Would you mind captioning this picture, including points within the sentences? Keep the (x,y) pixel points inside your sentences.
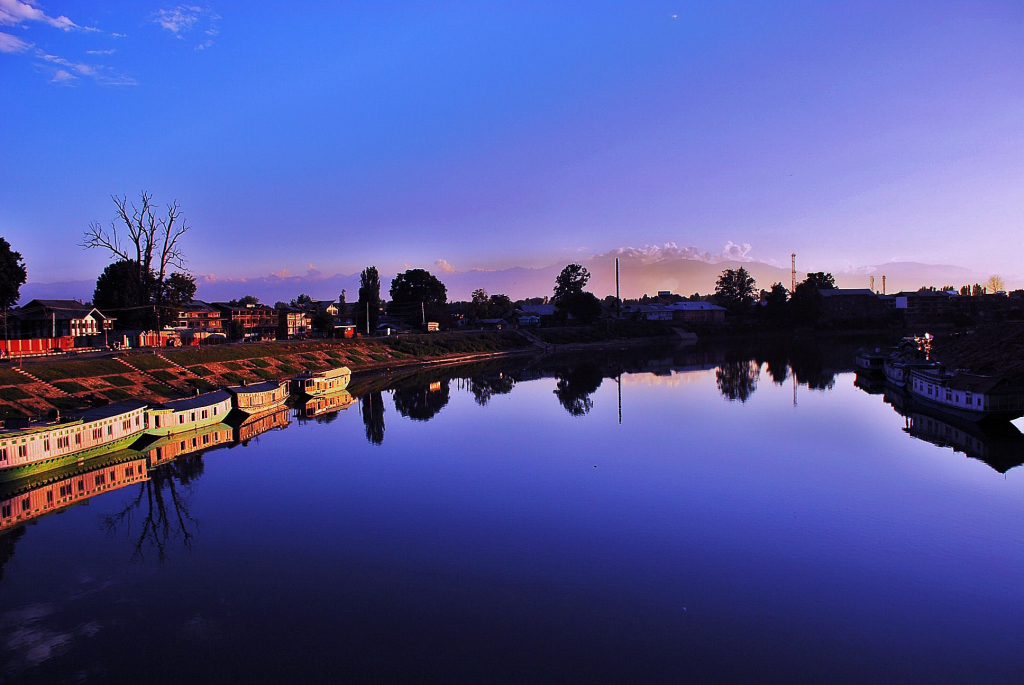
In this picture I can see boats (191,421) on the water (562,441), there are buildings (308,323), trees (742,282), there are mountains (700,278), and in the background (642,120) there is the sky (618,121).
